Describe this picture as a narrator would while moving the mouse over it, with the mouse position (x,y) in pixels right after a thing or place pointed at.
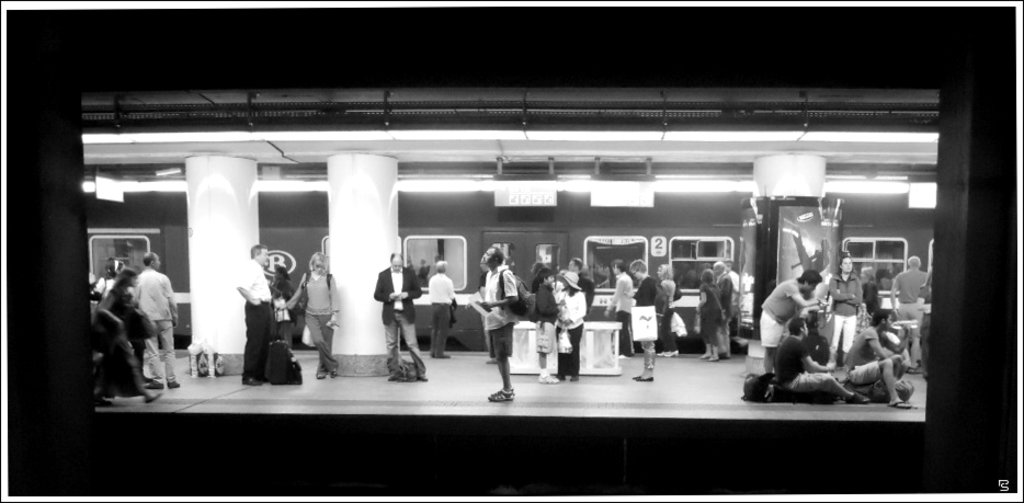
In the picture we can see a railway station image with a station (898,412) under it we can see some people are standing with luggage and bags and some people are sitting near the pillars (242,171) and behind it, we can see a train (479,228) with windows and glasses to it, and to the ceiling (157,157) of the station (342,195) we can see the lights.
